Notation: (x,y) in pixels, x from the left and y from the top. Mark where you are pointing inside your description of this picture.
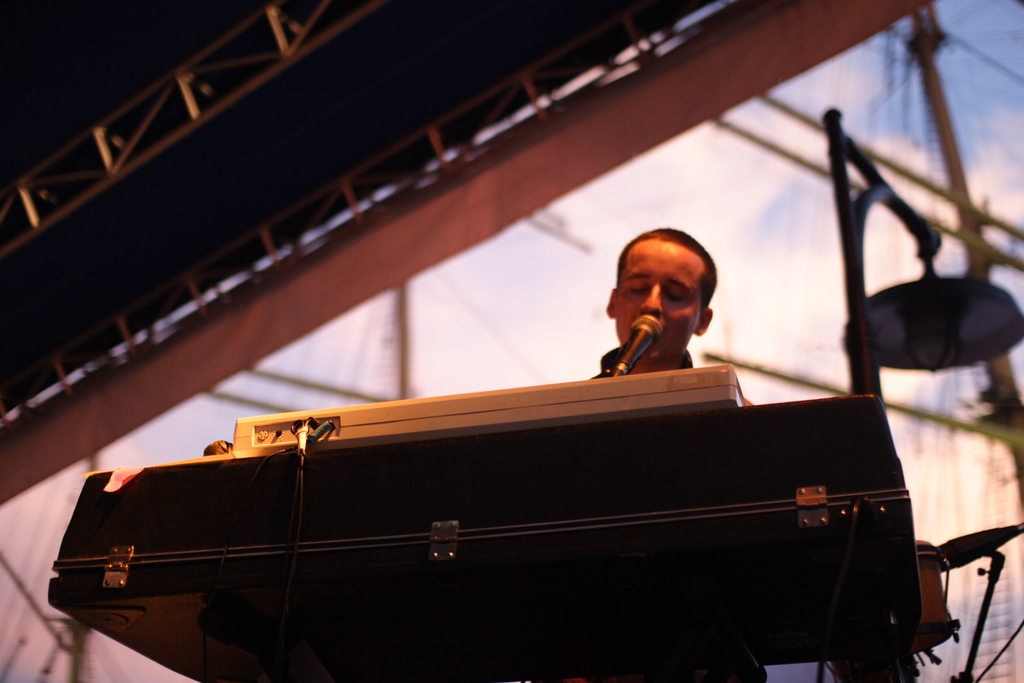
A man (688,318) is standing. In front of him there is a musical instrument (654,391) and there is a mic (636,338). On the top (623,22) there are some steel objects (192,98). And to the right side (926,589) there are drums (936,579).
